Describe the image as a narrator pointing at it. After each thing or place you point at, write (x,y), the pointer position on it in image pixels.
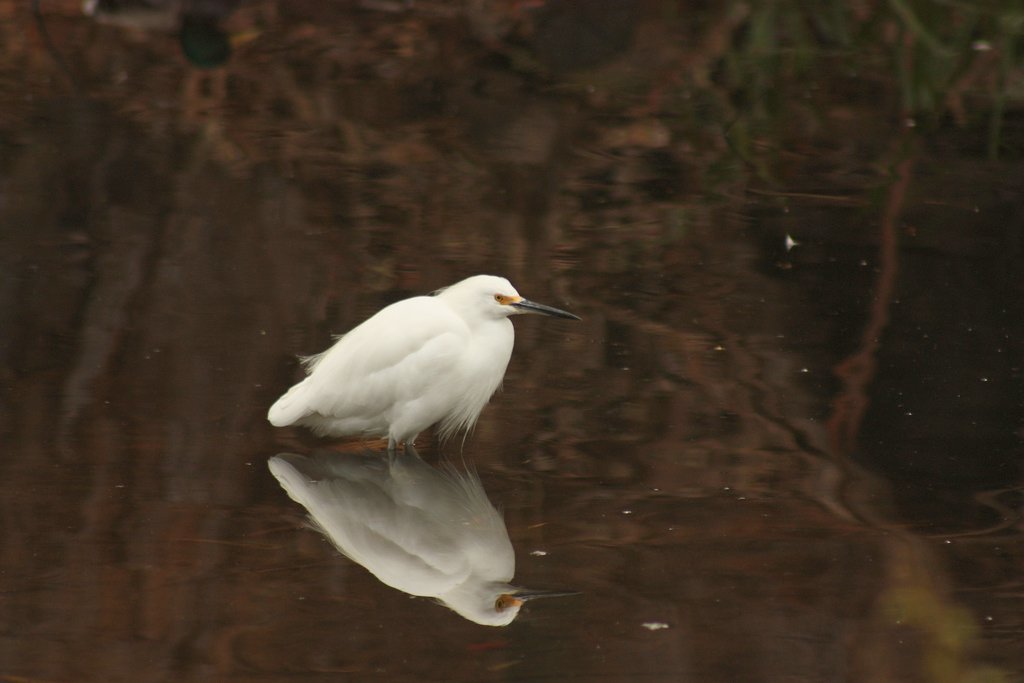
In the center of the picture (477,289) there is a bird (484,354). The picture consists of water (478,139), in the water (143,138) we can see the reflection (433,93) of trees (911,49).
